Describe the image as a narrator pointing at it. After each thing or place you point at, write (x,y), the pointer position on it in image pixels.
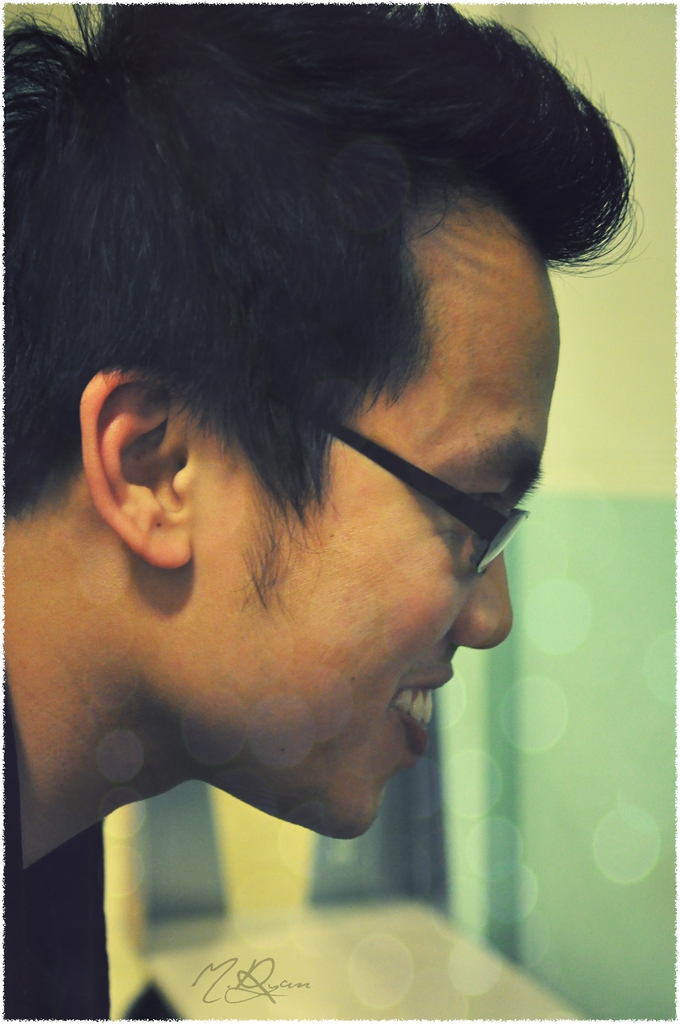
In this image we can see a person (379,391). In the background of the image (582,524) there is wall (551,662). At the bottom of the image (225,967) there is some text (222,962).
